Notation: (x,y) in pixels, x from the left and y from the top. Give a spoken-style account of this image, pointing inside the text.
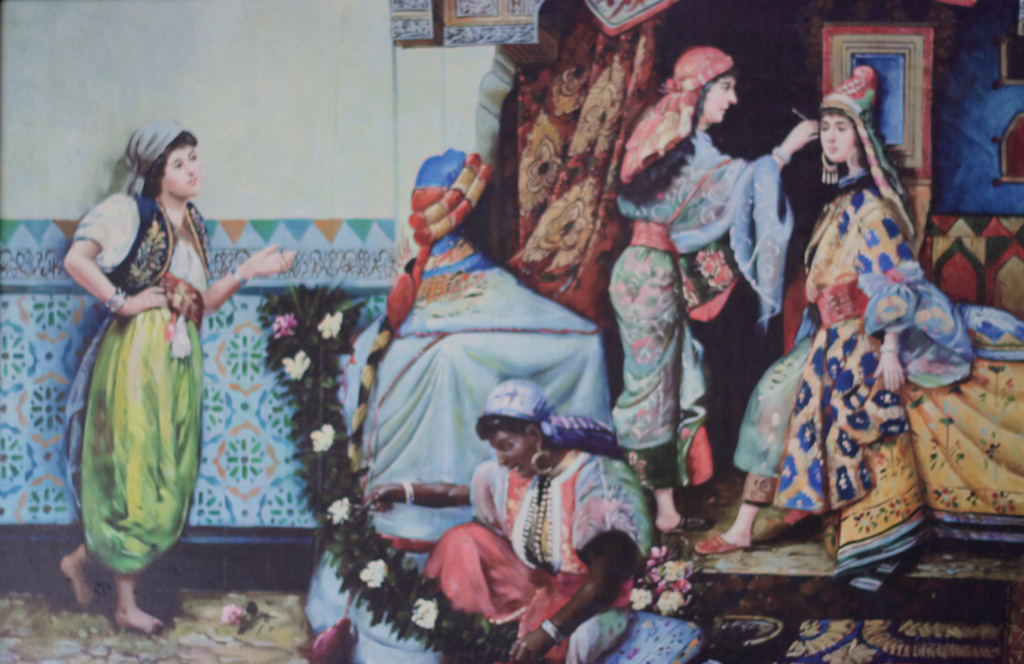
This picture shows a painting (725,207). we see painting (596,255) of few women (668,185).
